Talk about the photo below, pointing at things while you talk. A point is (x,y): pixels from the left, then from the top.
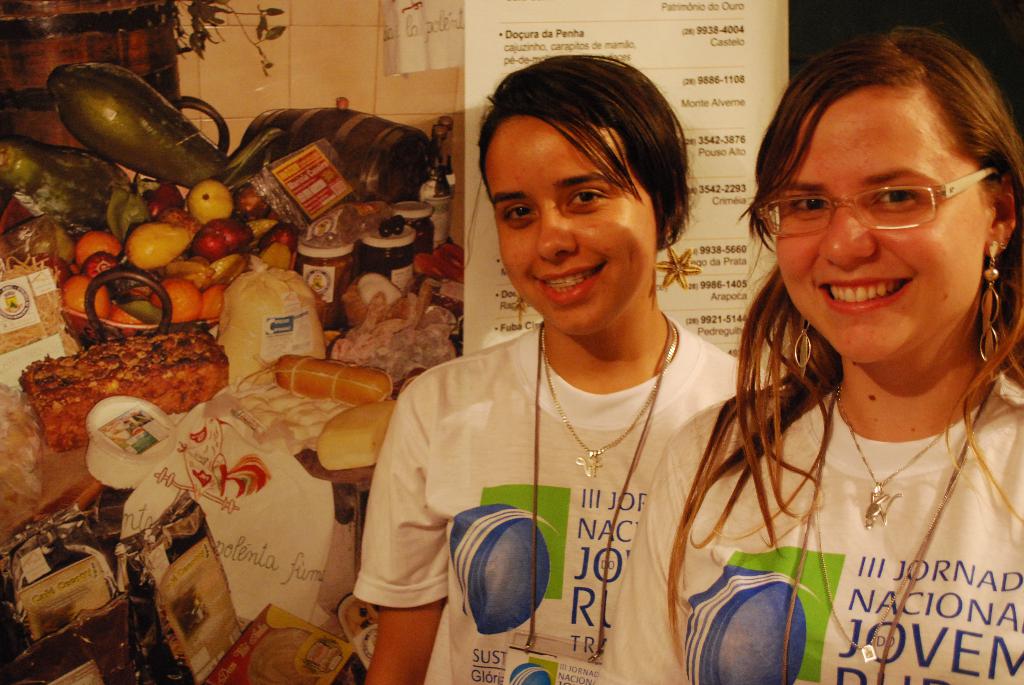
In this image there are two ladies (600,555) standing, in the background (659,37) there is a banner (727,103), on that banner (644,33) there is some text (622,52) and there are few objects (79,352).
